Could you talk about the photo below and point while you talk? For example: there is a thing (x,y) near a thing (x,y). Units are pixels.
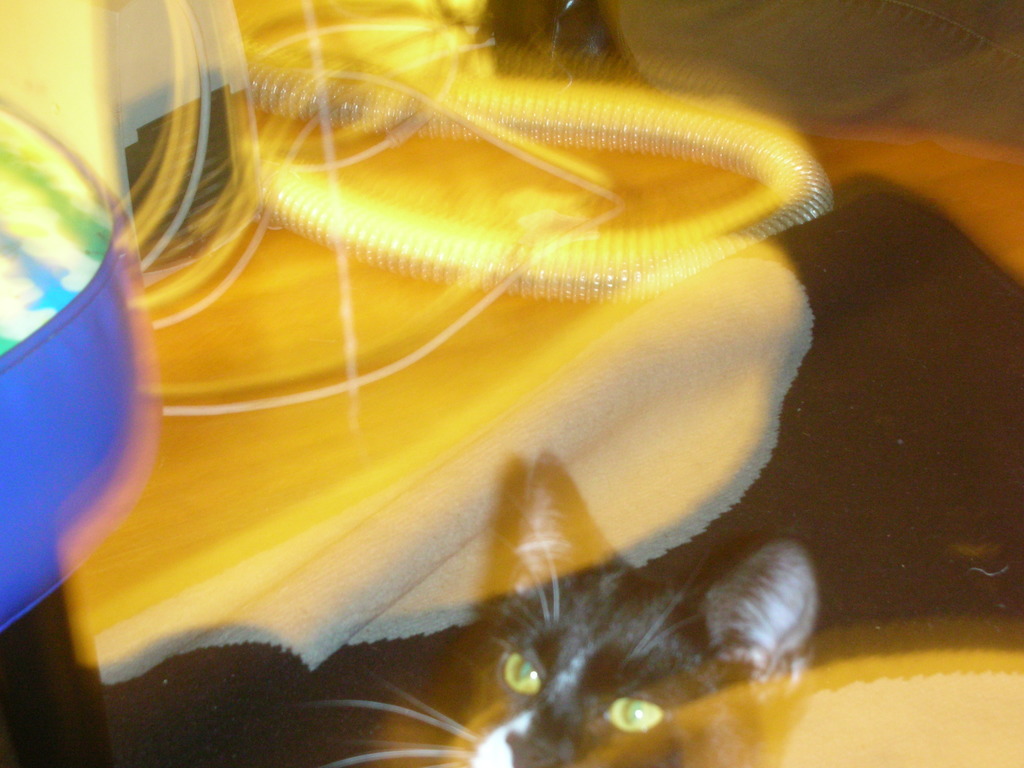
In the picture I can see cat (717,709) and some shaded colors.
